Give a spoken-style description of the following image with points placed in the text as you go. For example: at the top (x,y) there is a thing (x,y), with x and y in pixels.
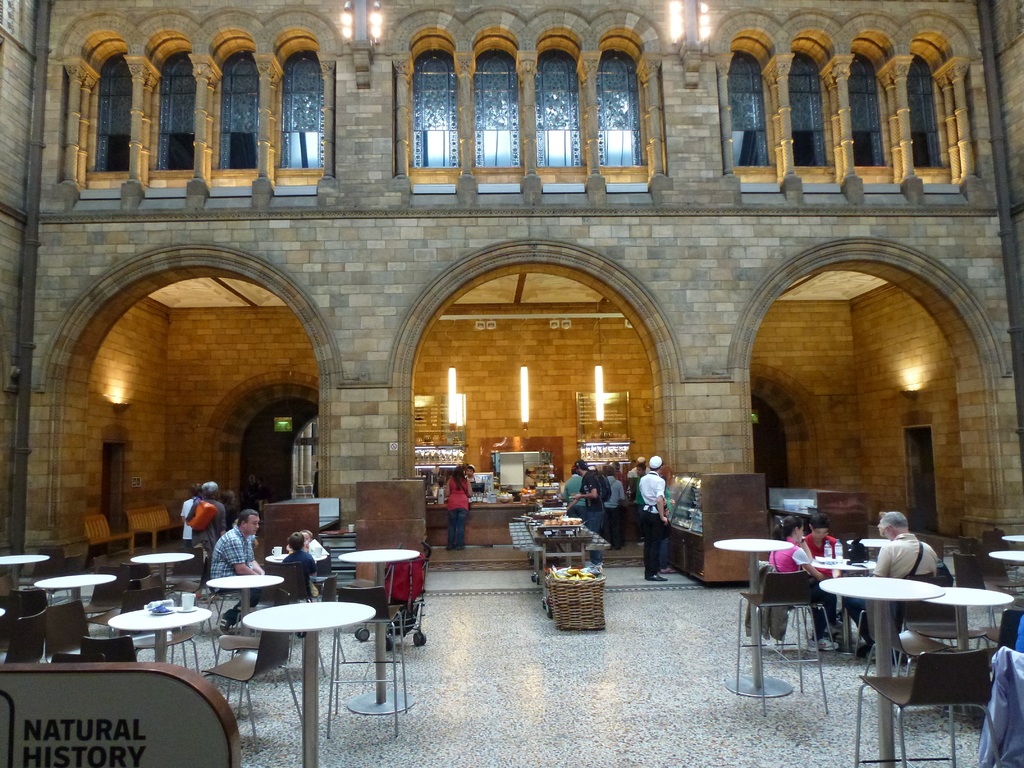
In this picture there are group of people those who are sitting on the chairs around tables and there is a place (431,351) where all the food stock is kept at the center of the image (546,369), it seems to be a restaurant (469,575).
